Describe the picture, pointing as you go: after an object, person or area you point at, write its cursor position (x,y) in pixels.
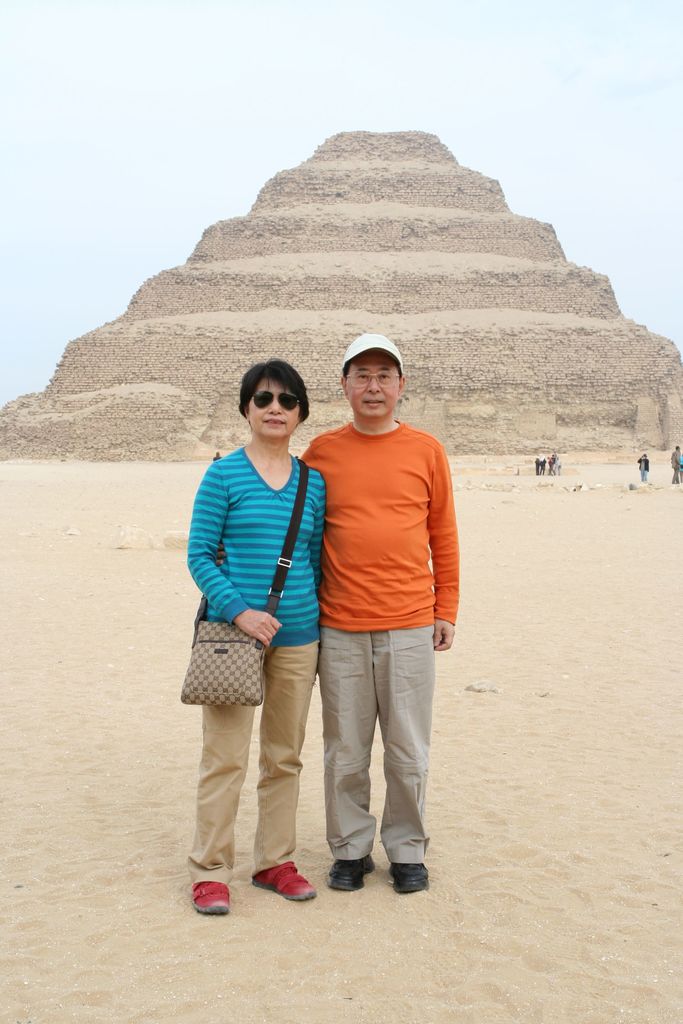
In this image there is a couple (360,565) in the middle (344,579). On the right side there is a man (394,532) and there is a woman (266,516) on the left side (219,579). In the background (365,242) there is a pyramid (361,231). At the bottom (162,944) there is sand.
